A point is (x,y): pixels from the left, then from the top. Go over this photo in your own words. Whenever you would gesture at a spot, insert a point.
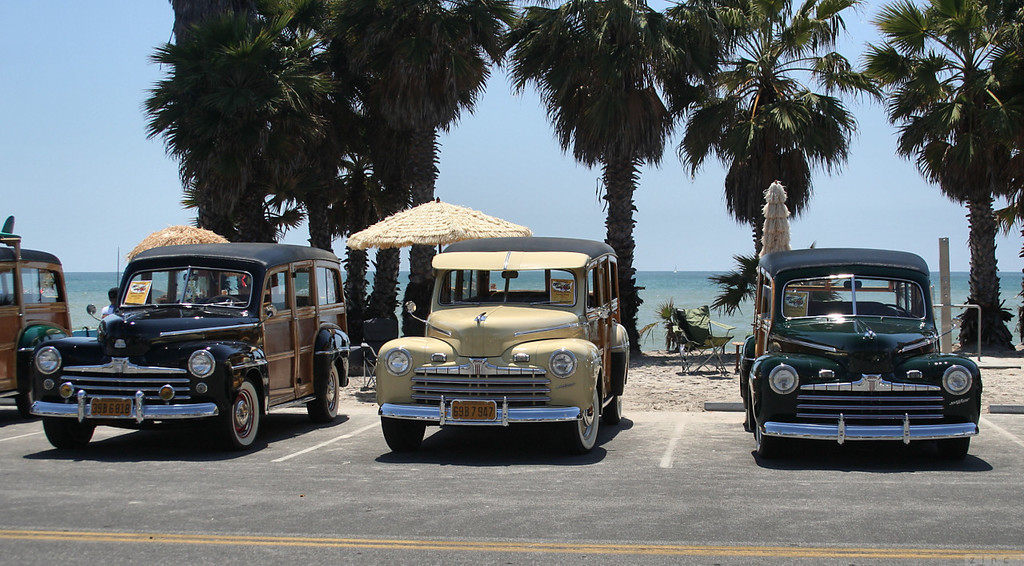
In this image few vehicles (525,369) are on the road (537,478). There is a chair (688,338) on the land (684,381). Beside the chair (728,341) there is a table (735,352). An umbrella (450,235) is behind the vehicle (486,337). Background (208,158) there are trees (222,135). Behind there is water (93,294). Top of the image (85,77) there is sky (31,187). A person (116,309) is standing beside the vehicle (107,323).
